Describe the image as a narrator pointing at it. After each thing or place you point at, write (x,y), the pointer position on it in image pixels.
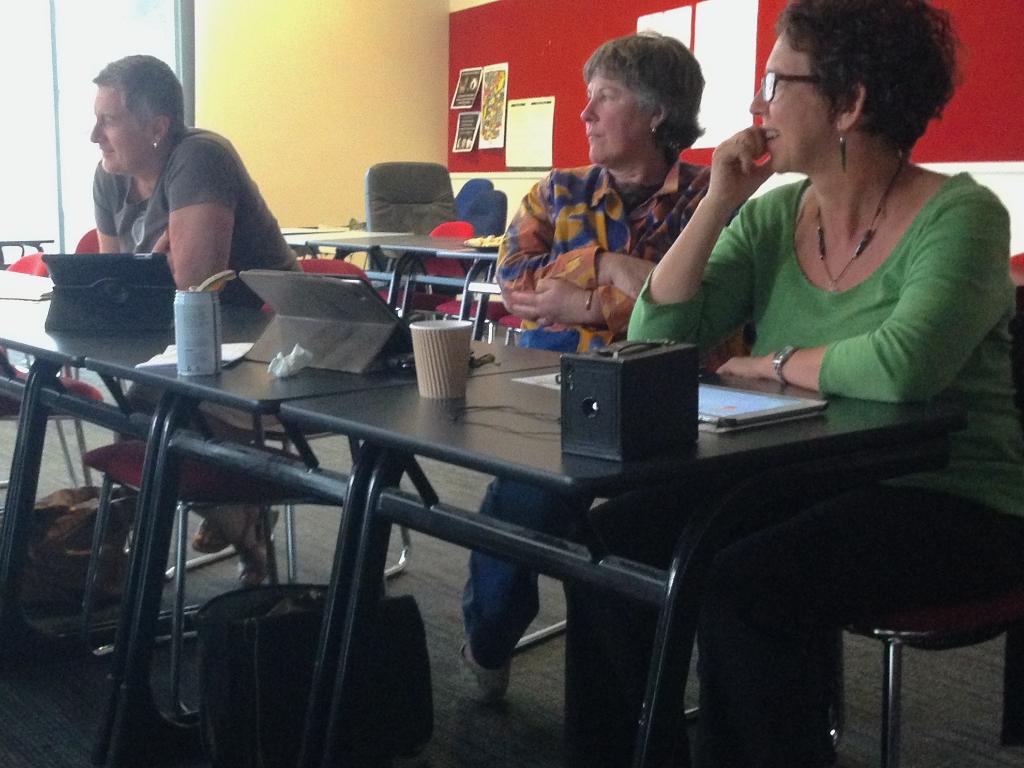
Here we can see three people (879,364) sitting on chairs (329,264) with table (515,407) in front of them having books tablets (91,279) and a cup (468,351) and a tin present on it and behind them we can see table (456,245) and chairs (495,223) present and on the wall (508,93) we can see posters (708,25) present.
